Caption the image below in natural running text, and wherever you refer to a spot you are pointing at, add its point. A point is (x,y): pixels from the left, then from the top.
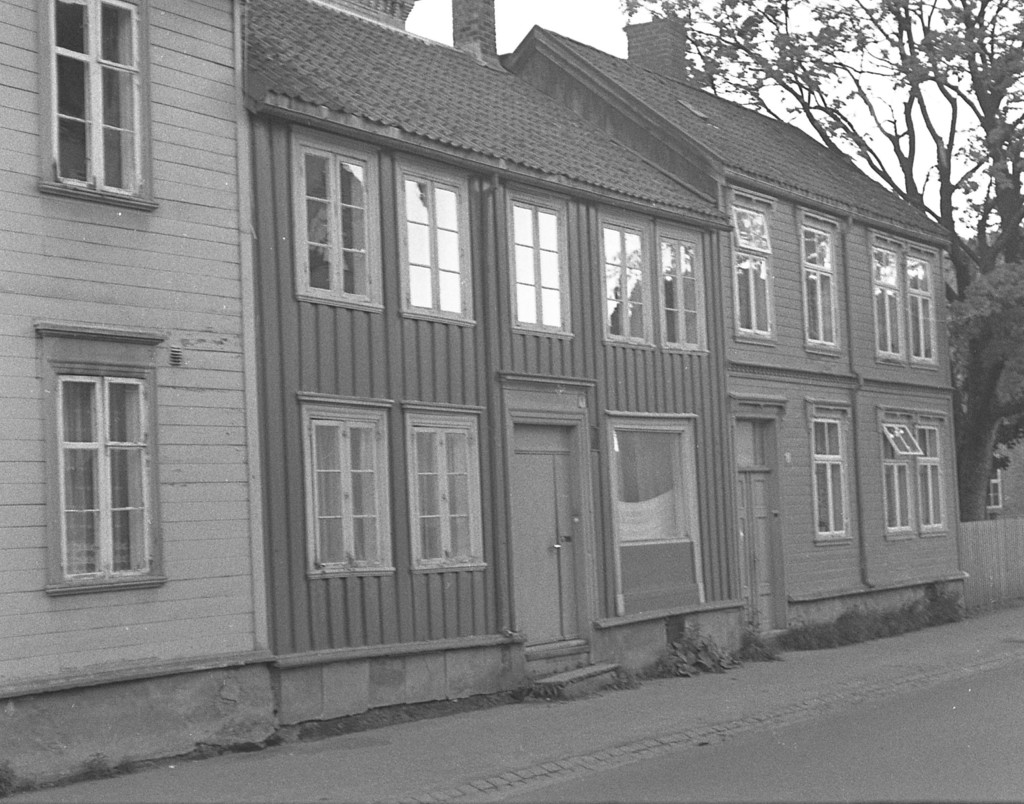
On the right side (726,780), there is a road (732,777). Beside this road (922,720), there is a footpath (803,672). In the background (813,621), there is a building (213,264), which is having glass windows (353,188) and roof (299,43). In the background (1007,229), there is a tree (910,119), there is another building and there are clouds (887,85) in the sky (805,16).
